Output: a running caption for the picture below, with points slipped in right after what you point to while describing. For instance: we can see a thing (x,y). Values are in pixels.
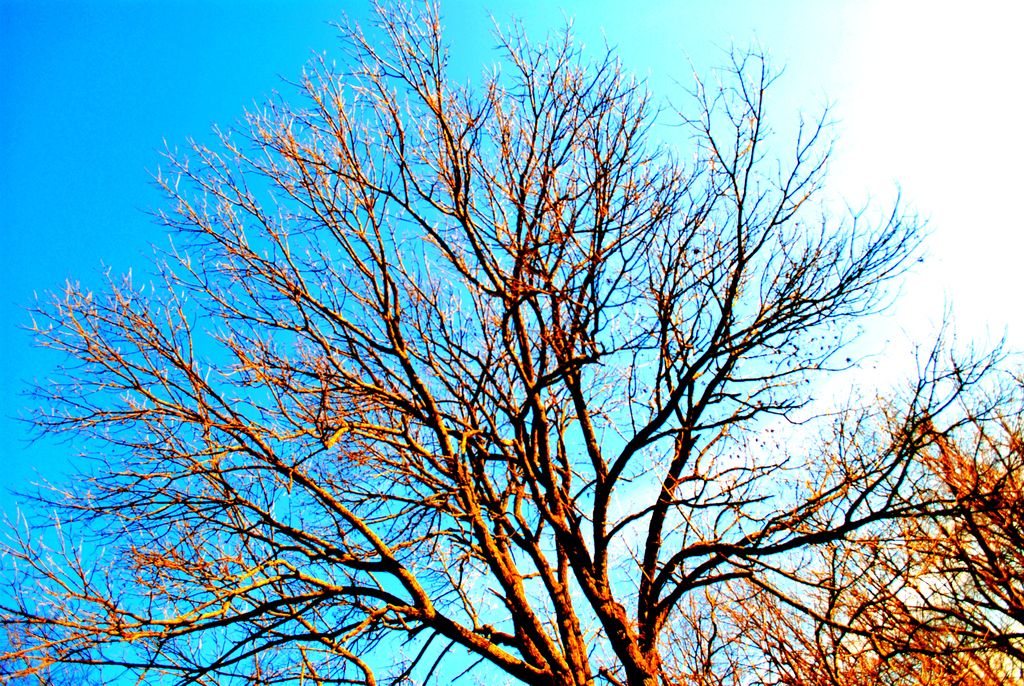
In this image we can see a few trees (893,610) and in the background (805,66), we can see the sky (75,220).
